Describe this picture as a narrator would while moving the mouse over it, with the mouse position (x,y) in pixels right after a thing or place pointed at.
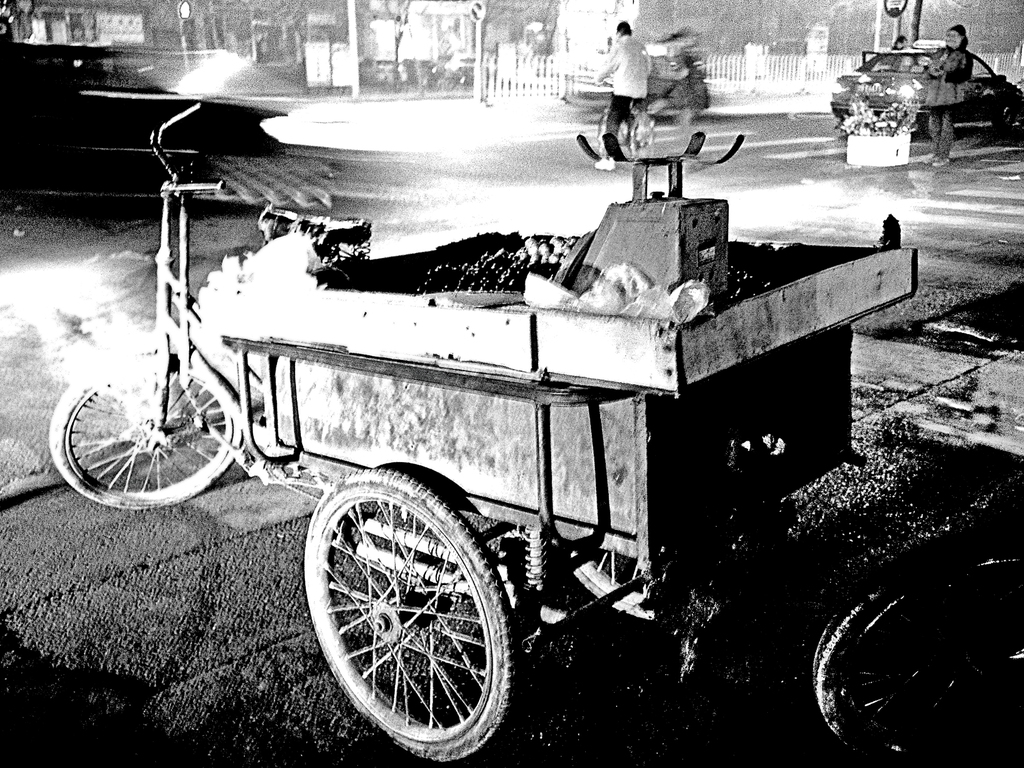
This is a black and white image, in this image there is a rickshaw (581,532) and cars (865,88) on a road (730,139) and there are two persons (676,108).
